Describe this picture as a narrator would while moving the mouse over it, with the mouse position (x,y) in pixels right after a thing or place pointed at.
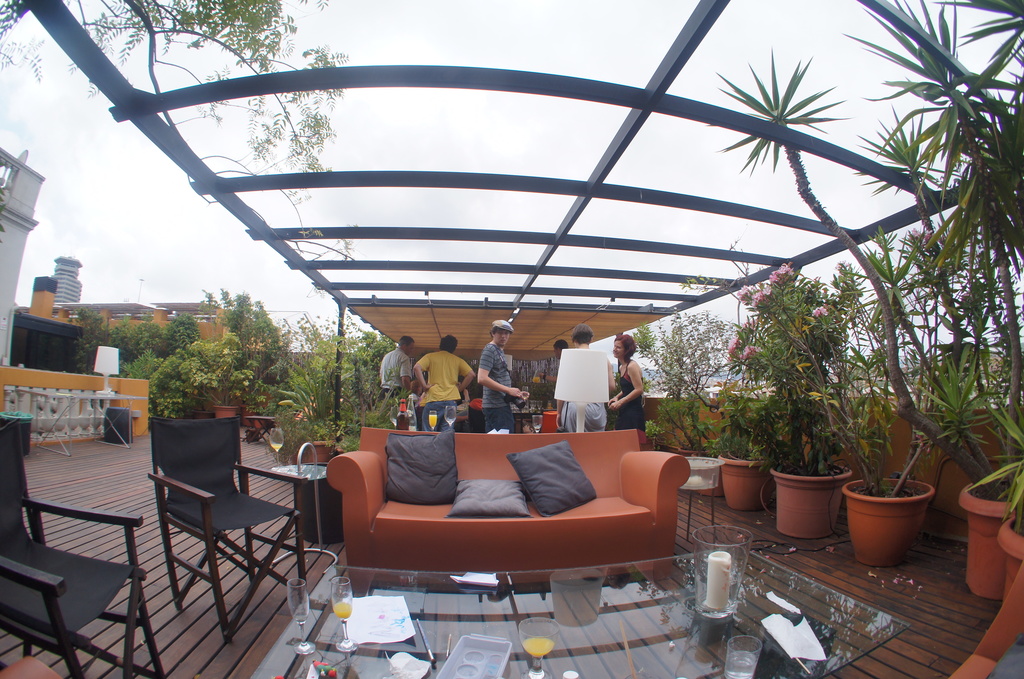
In this image i can see a couch (656,540), in front of couch (617,539) there is a table (637,647) at left (17,606) there are two chairs (54,576) at right (701,383) there are small plants (982,449), at back ground (488,374) i can see few members (459,366) standing on the top (505,16) there is a sky (506,18).
